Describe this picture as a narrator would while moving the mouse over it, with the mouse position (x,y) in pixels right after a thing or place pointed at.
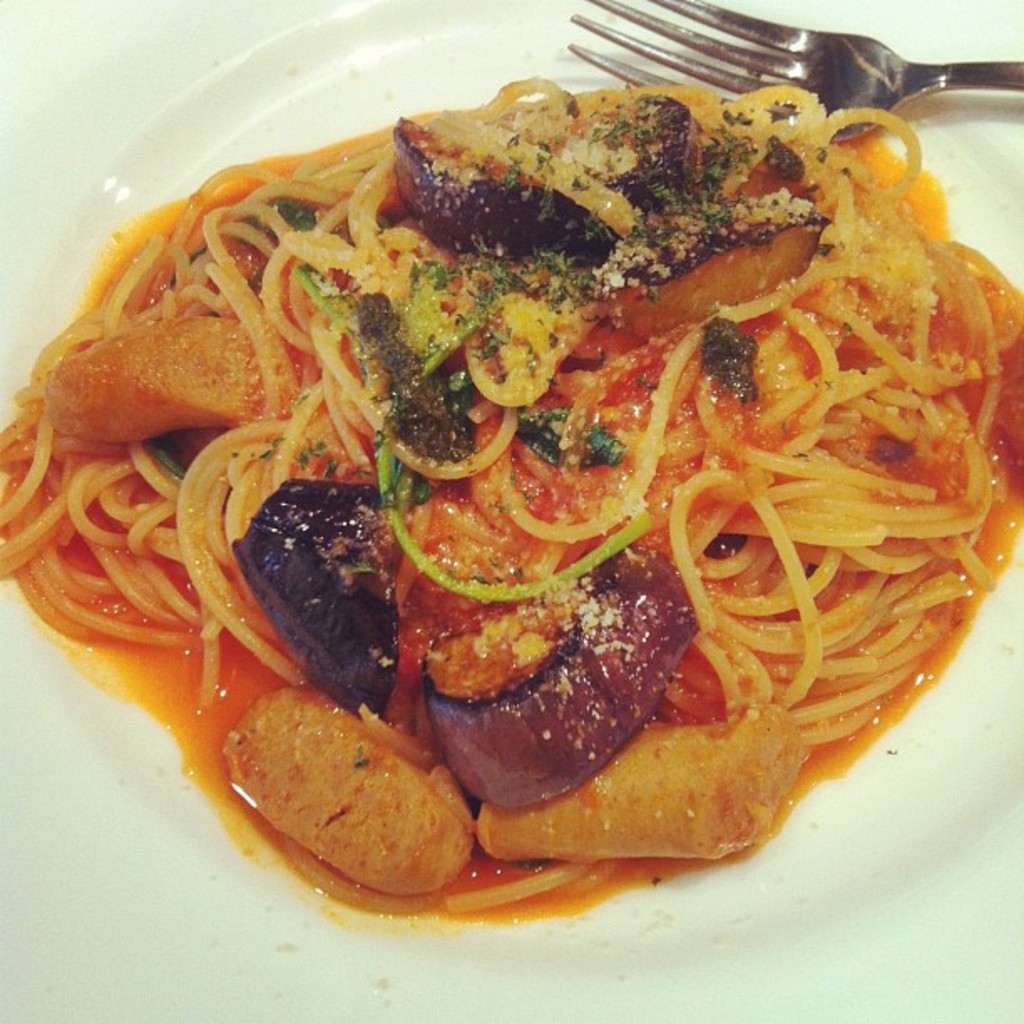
In this image I can see a plate (206,906) which consists of some food item (543,417) and fork (704,43).
